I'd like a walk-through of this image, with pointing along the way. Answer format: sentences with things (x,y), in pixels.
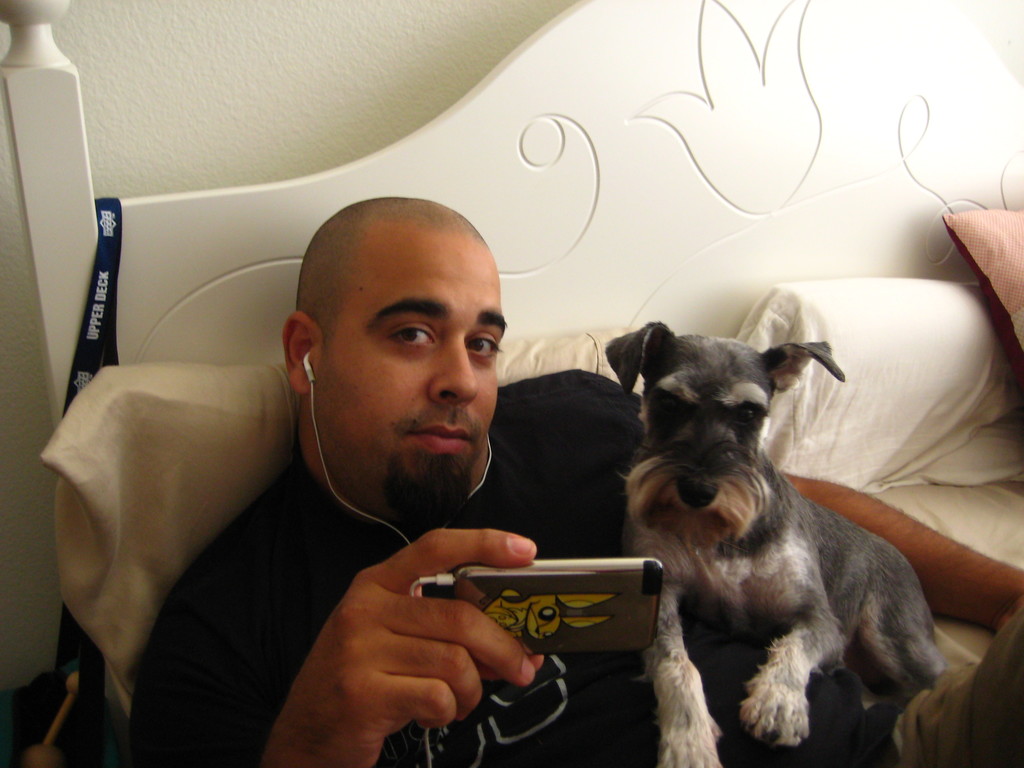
The picture is taken inside a room (236,425). One person (315,375) is lying on the bed (860,240). He is holding one phone (566,609) and a dog (761,460) is on him. The bed (81,244) is white in color there are pillows (135,410) on the bed (150,264). A blue color tape (98,295) is hanged on one side of the bed (138,221). The wall (365,27) is white. the person (235,674) is wearing black t shirt (264,664). He has put earphones (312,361) in his ear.
